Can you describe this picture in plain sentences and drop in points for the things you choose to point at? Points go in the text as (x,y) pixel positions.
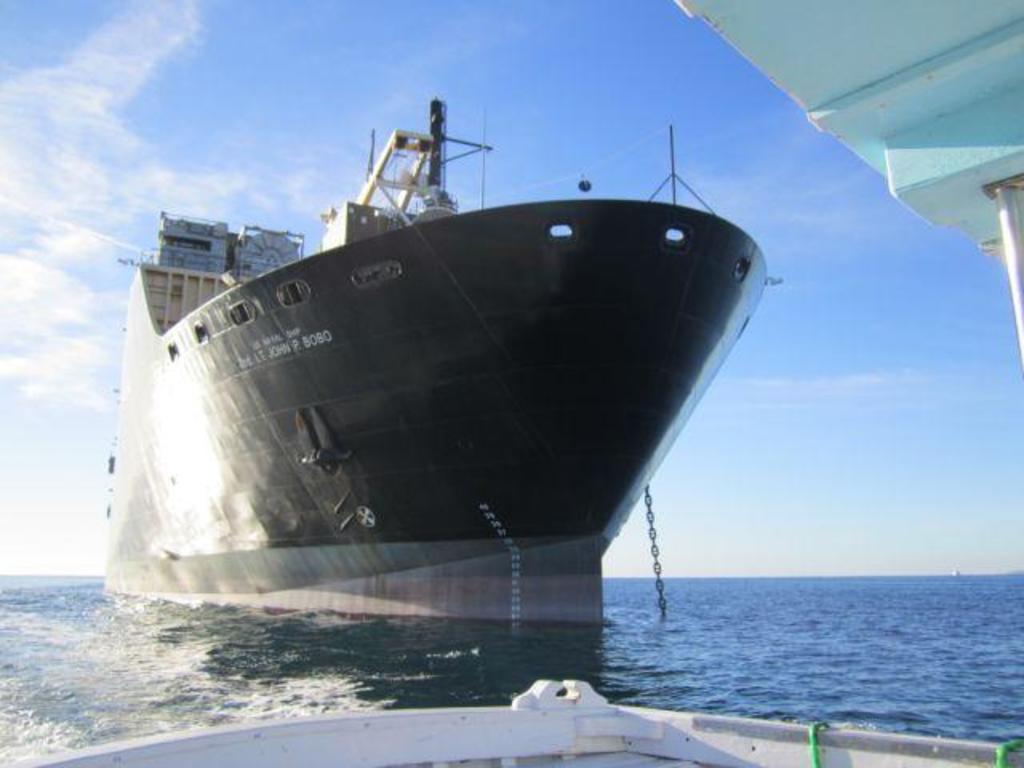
This image consists of a boat (385,428) in the middle (449,474). There is water (674,618) at the bottom (866,655). There is sky (517,99) at the top (477,138).
